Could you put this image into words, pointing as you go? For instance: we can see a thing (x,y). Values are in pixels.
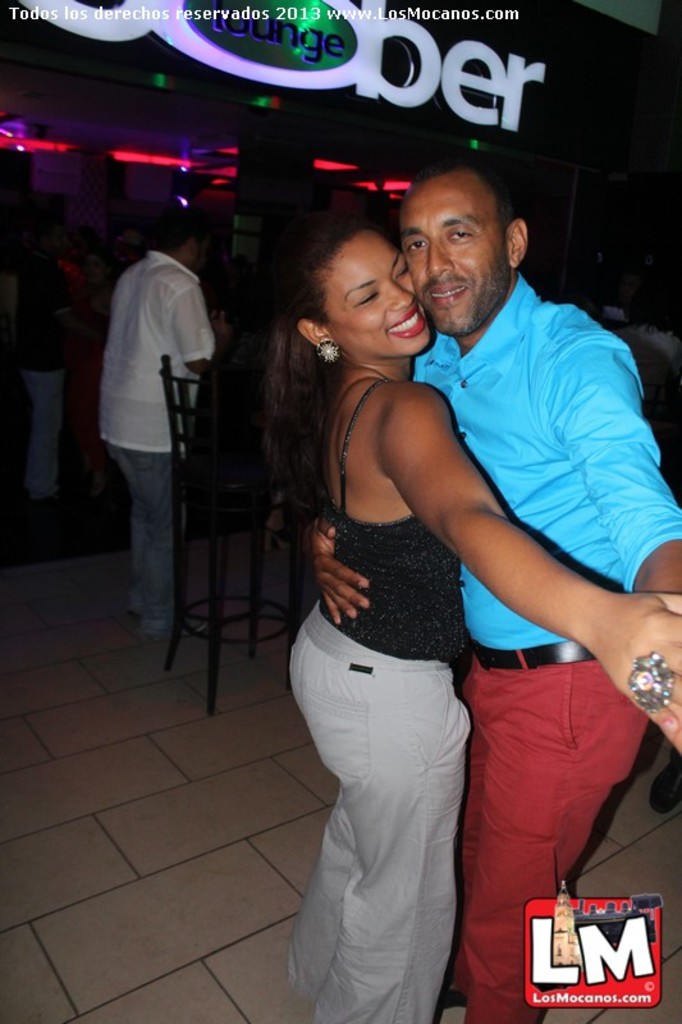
In the foreground of the picture (362,612) there is a couple (505,688) dancing. At the bottom (609,993) there is a logo (606,986). In the background (154,392) there are chairs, people (129,454), text (448,51) and lights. At the top (41,12) there is text (38,9).
